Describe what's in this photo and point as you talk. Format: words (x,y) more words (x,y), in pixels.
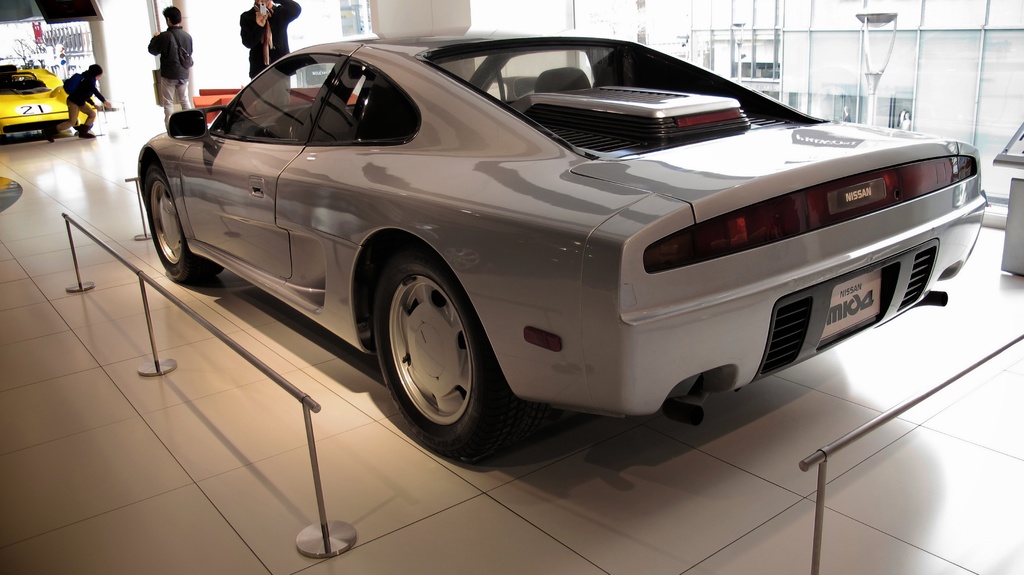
In this image I can see a car (533,242) which is grey in color on the floor (530,485). I can see the railing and in the background (61,103) I can see few persons (257,17) standing, a yellow colored car (11,93), a orange colored object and the glass surface (799,52) through which I can see another building (858,51).
